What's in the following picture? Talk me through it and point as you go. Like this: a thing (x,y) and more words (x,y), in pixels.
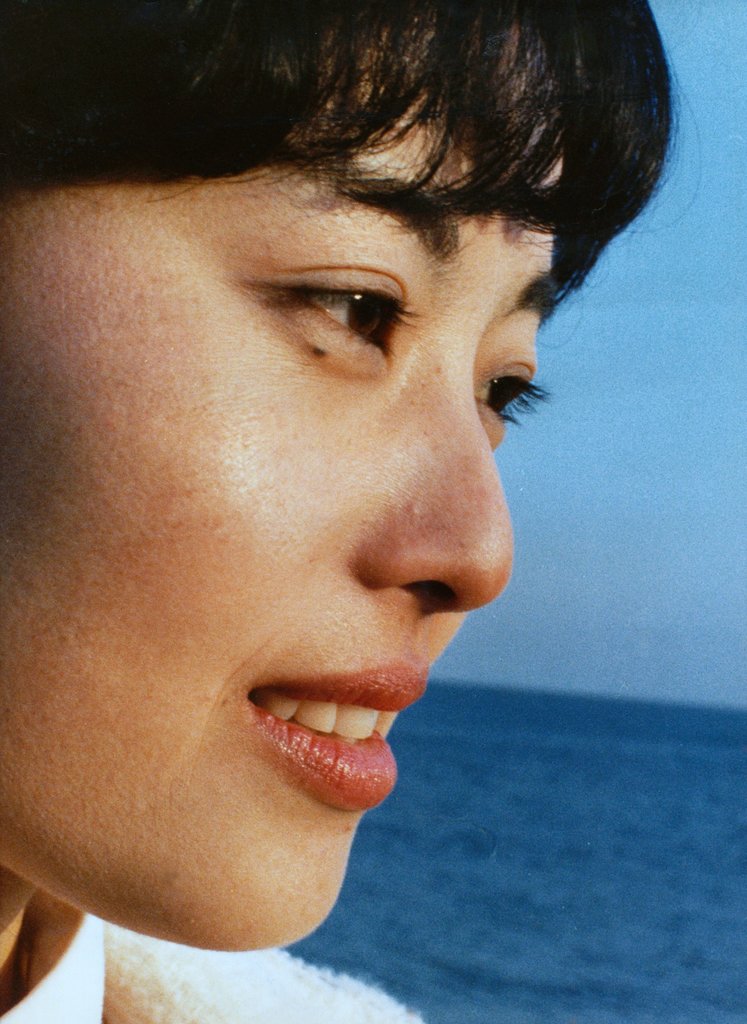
Here I can see a woman (124,682) looking at the right side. In the background (540,931), I can see the water (540,864) and sky (635,494).
